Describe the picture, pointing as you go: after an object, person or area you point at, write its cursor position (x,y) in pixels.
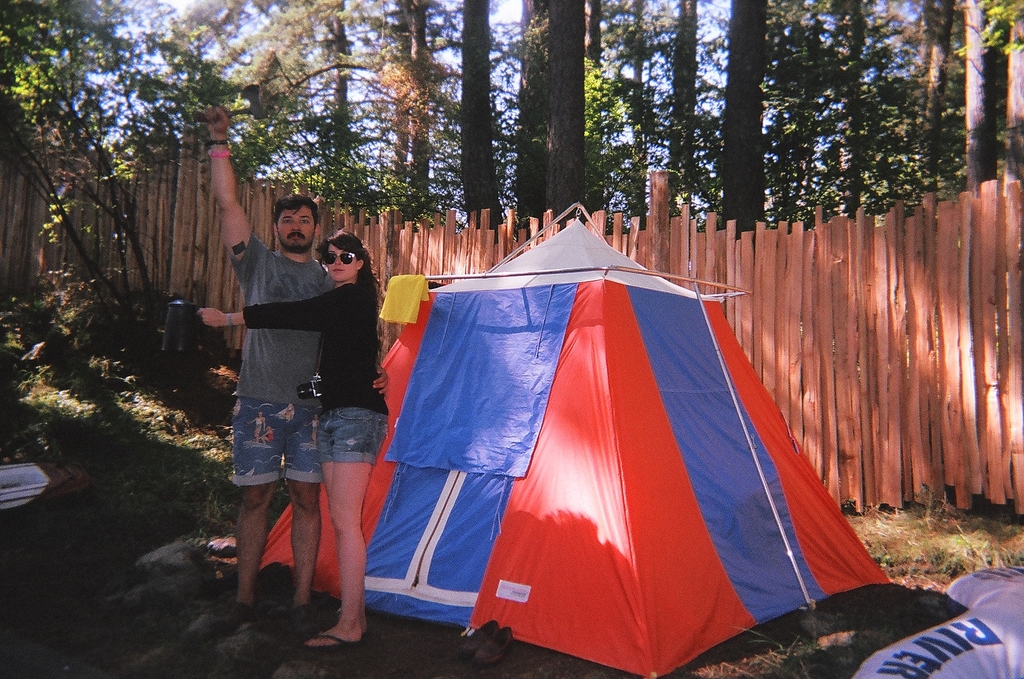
In this image there is a tent (567,431) in the center (620,422) and there are persons (332,411) standing in front of the tent (636,429). In the background (464,228) there is a wooden fence (807,266) and there are trees (528,92) and there's grass (144,494) on the ground (143,432).
